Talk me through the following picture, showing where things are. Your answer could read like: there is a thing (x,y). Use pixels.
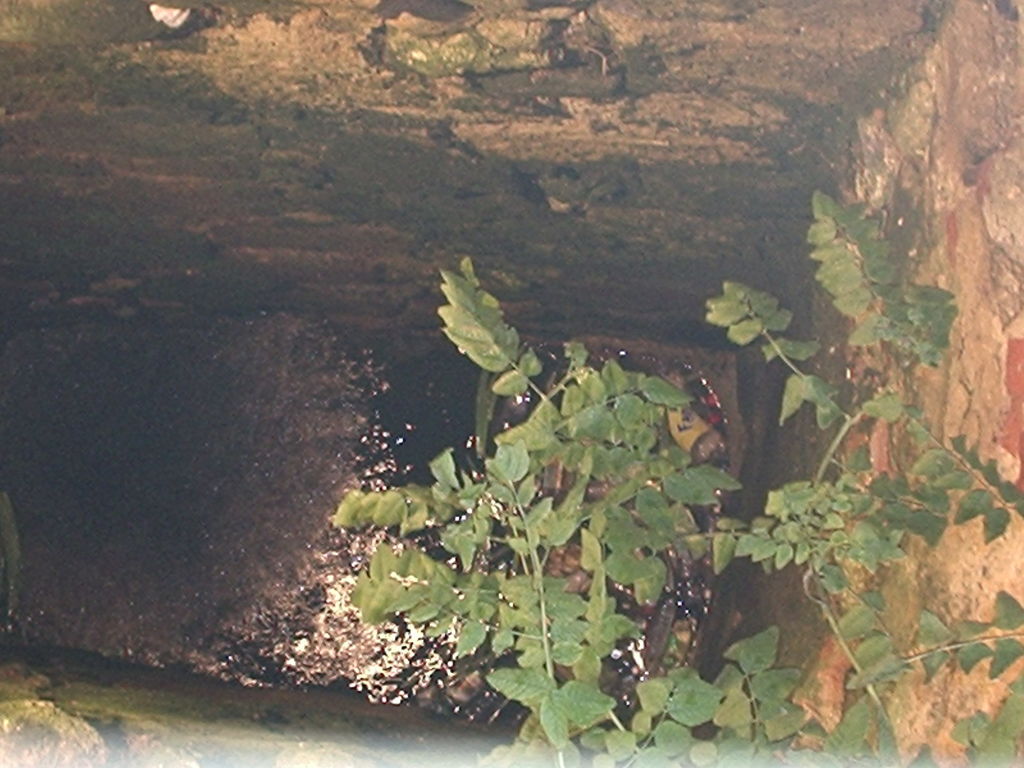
In this image I can see the plant (518,516) and the water (317,452). To the side of the water (363,422) I can see the walls (661,271).
